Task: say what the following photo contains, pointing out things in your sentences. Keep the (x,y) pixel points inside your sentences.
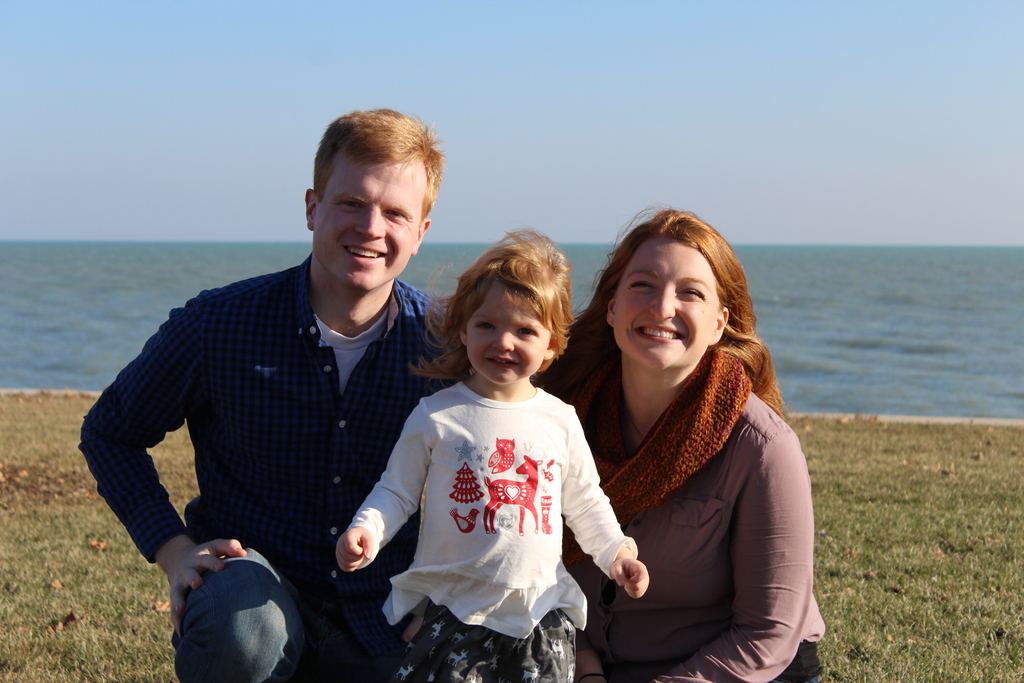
In the foreground of this image (559,620), there is a man (317,381) and a woman (671,486) squatting on the grass (836,636) and a girl (542,501) standing and posing to the camera. In the background (877,348), there is water (868,298) and the sky (711,71).
